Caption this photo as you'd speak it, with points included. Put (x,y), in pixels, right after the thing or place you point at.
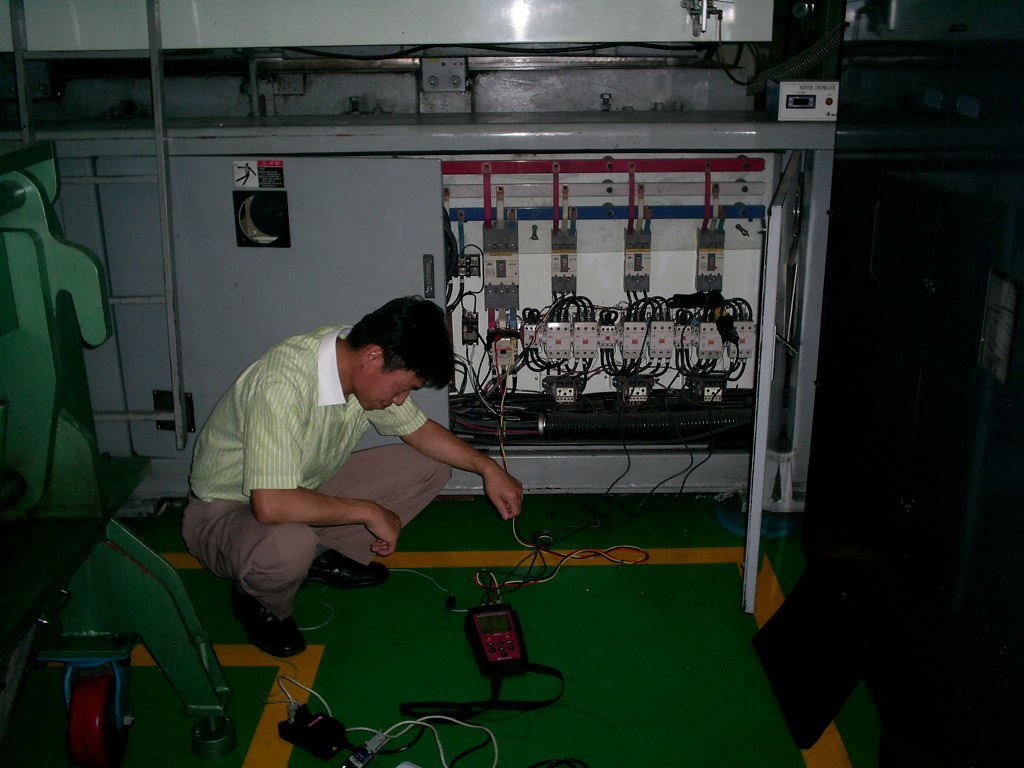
In the center of the image (410,424) there is a person (369,417) in squat position. In the background of the image (691,376) there is a electronic device (618,313) with wires (655,379). To the left side of the image (11,521) there is a machine (11,533).
